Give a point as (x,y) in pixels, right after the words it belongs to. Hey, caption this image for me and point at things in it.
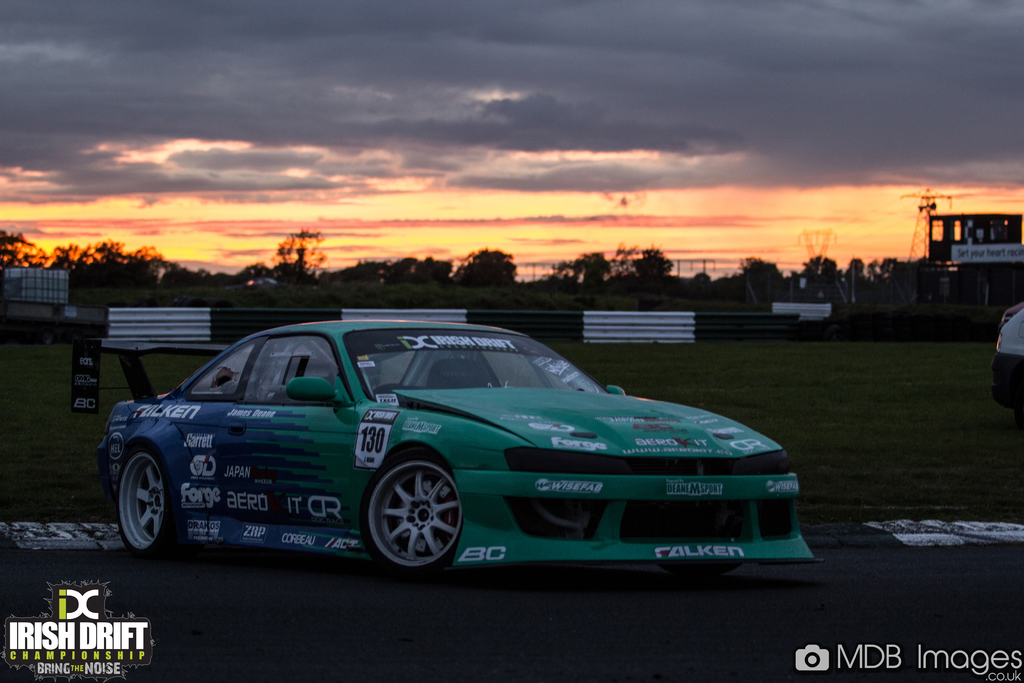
As we can see in the image there is car (408,492), grass (834,399), building (972,276), trees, sky (444,193) and clouds (513,181).
